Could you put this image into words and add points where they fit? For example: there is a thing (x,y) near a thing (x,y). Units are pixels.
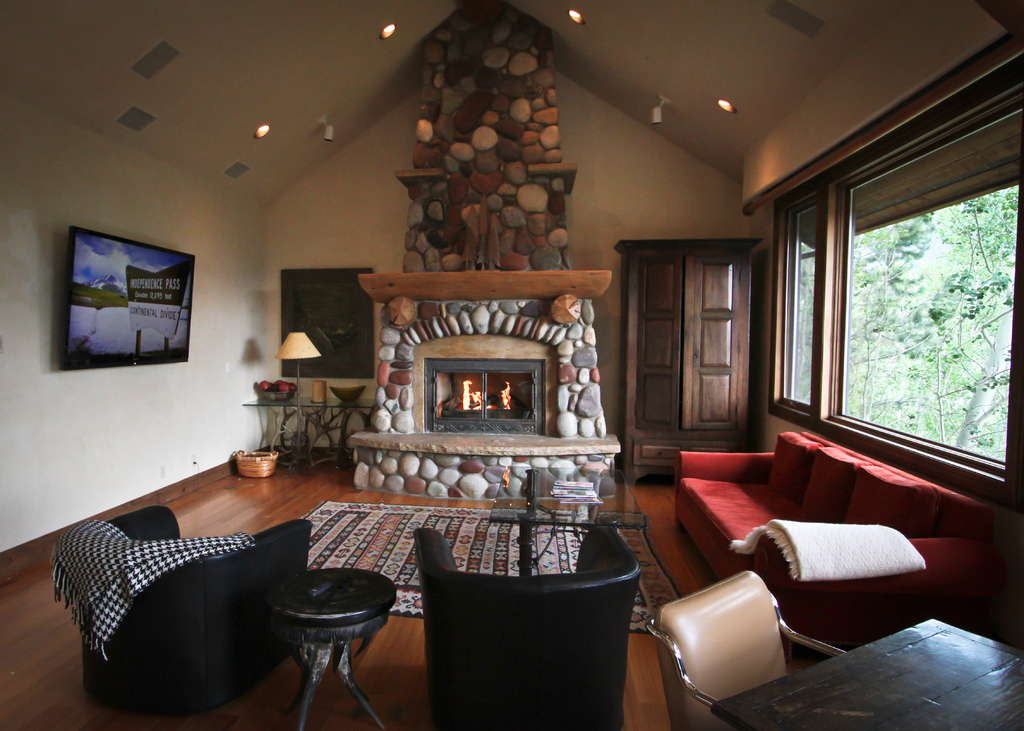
This is a beautiful place where we have a screen (181,267) to the wall (208,313) side and on the other side we have a glass window (816,267) between them there is a sofa (728,510) and some chairs (446,538), stools (365,605) and a floor mat (364,515) and also a table (885,694) in the corner, a cabinet (704,343) and a spotlight (321,123).
